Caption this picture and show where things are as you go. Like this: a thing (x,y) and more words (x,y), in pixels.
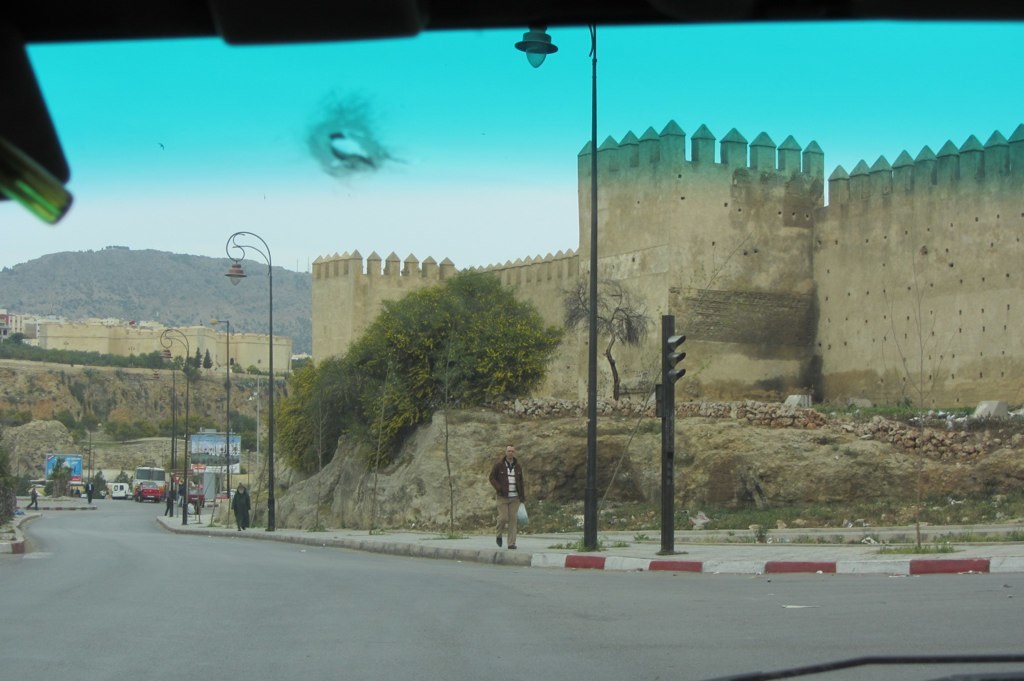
In the center of the image (506,446), we can see a man (513,518) walking and holding a bag (524,510). In the background (292,388), there are trees (454,326), buildings (634,287), traffic lights (667,382), poles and some other vehicles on the road (128,527).
